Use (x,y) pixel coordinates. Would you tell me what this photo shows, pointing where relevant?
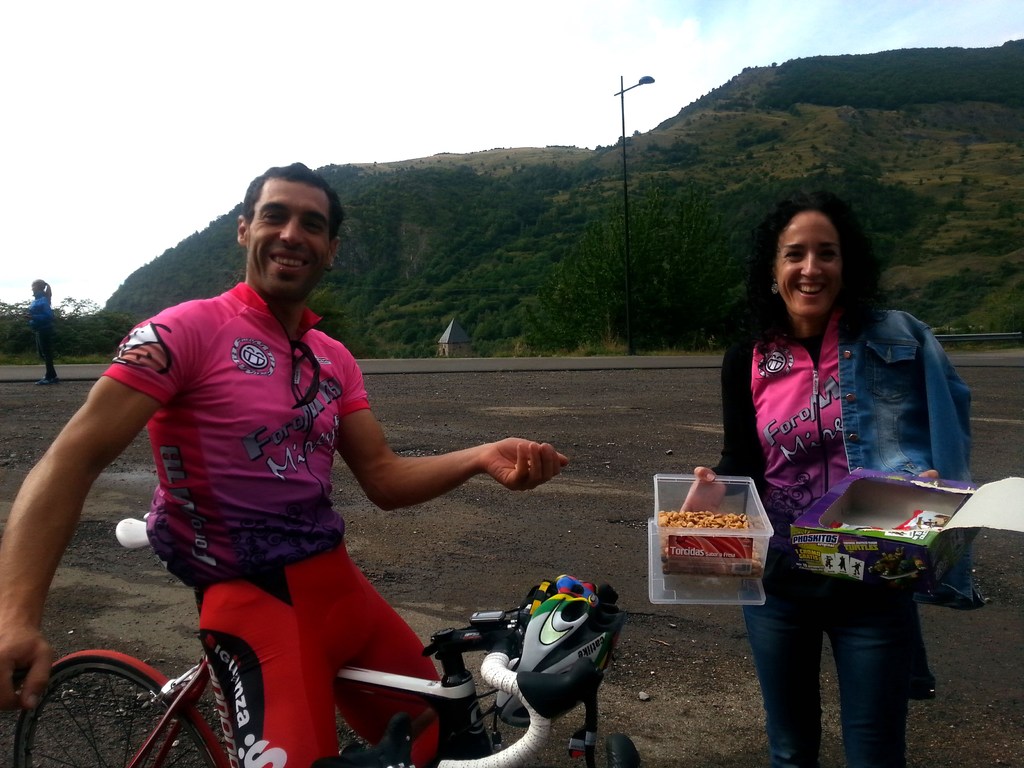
This picture is clicked outside. On the left (301,210) there is a man (254,398) wearing pink color t-shirt (245,416), smiling and sitting on a bicycle (463,663). On the right (848,312) there is a woman (827,381) holding boxes (809,540), smiling and standing on the ground (639,356). In the background (510,56) we can see the sky (464,2), hills (981,131), trees (659,298), pole (626,209) and a person (50,343) standing on the ground (38,363).
